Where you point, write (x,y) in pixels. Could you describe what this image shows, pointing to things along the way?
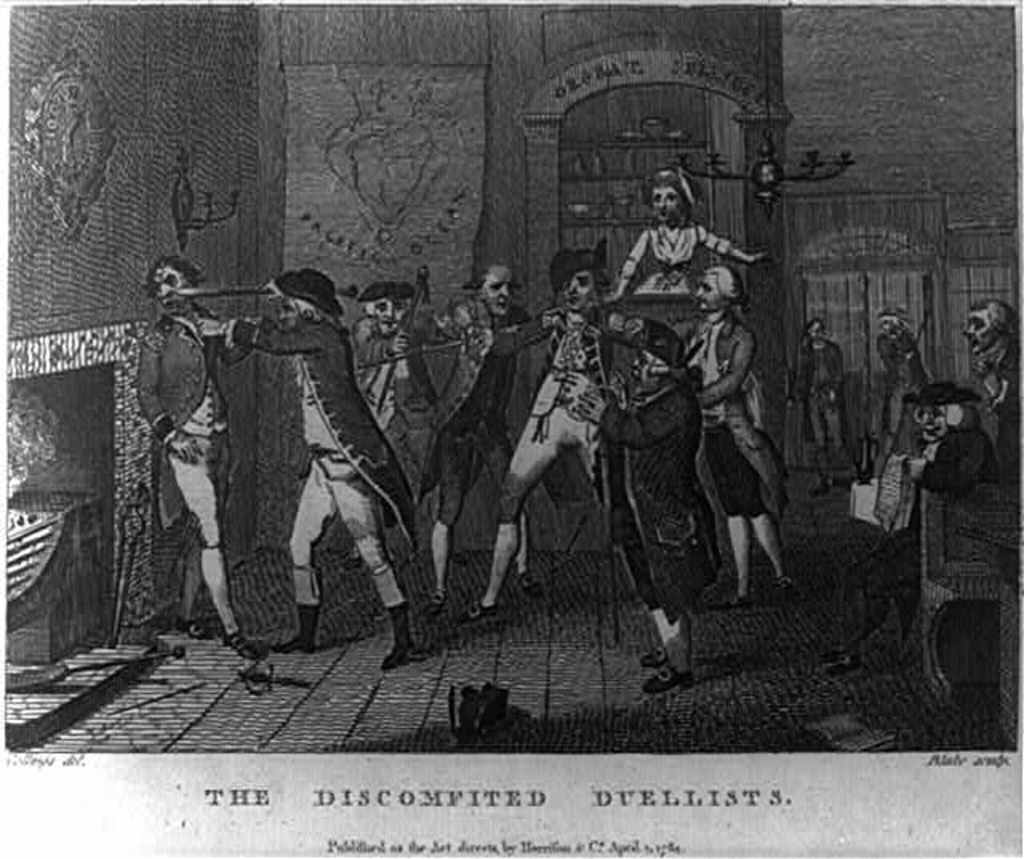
In this picture we can see poster (510,567), on this poster (449,449) we can see people (610,548). At the bottom of the image (964,760) we can see text (948,757).
